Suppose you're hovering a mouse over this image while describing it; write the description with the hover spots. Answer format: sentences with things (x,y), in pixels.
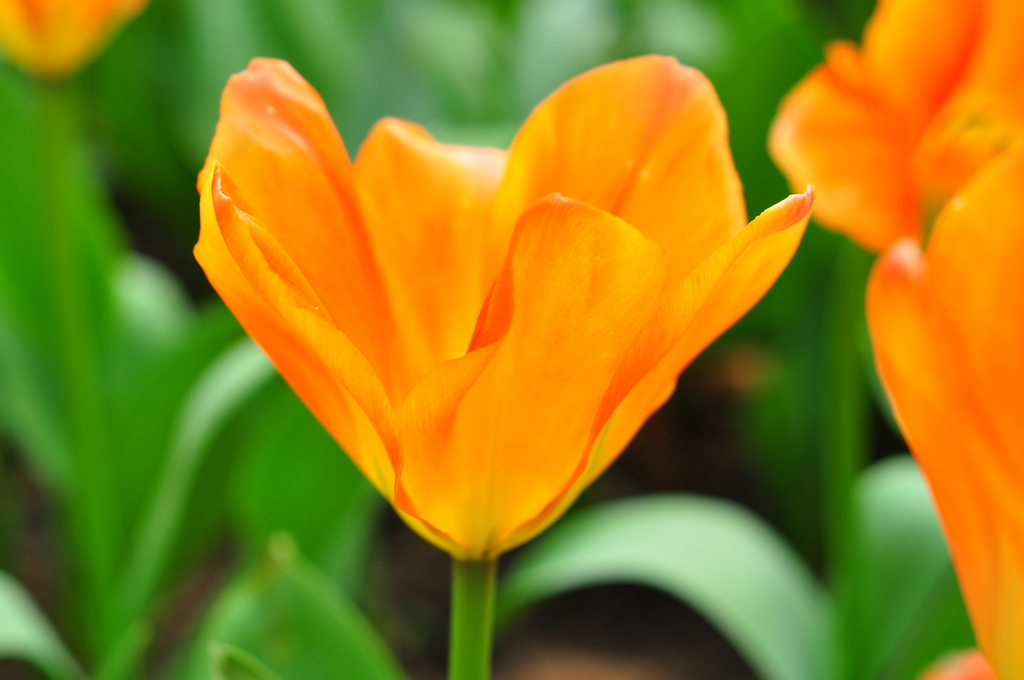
This picture shows few flowers (636,156) to the plants (219,509). The flowers (563,348) are orange in color and we see green leaves (42,142).
